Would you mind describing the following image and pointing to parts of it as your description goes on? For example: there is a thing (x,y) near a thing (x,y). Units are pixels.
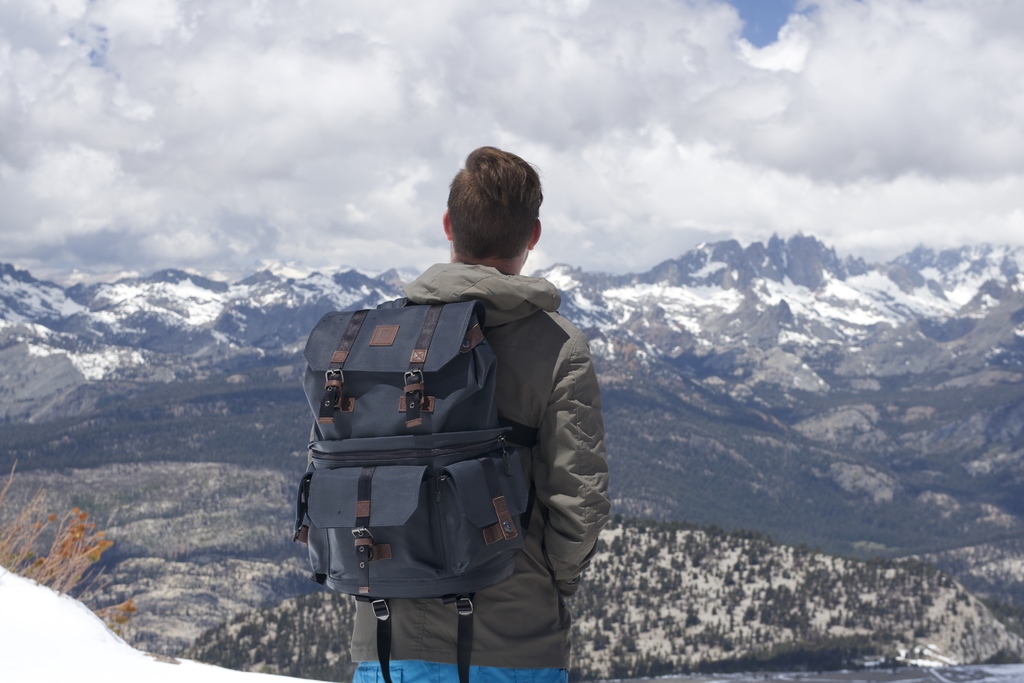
This picture shows a man (554,674) standing he wore a backpack (322,384) on his back (536,346) and we see few mountains (941,294) and cloudy sky (623,57).
